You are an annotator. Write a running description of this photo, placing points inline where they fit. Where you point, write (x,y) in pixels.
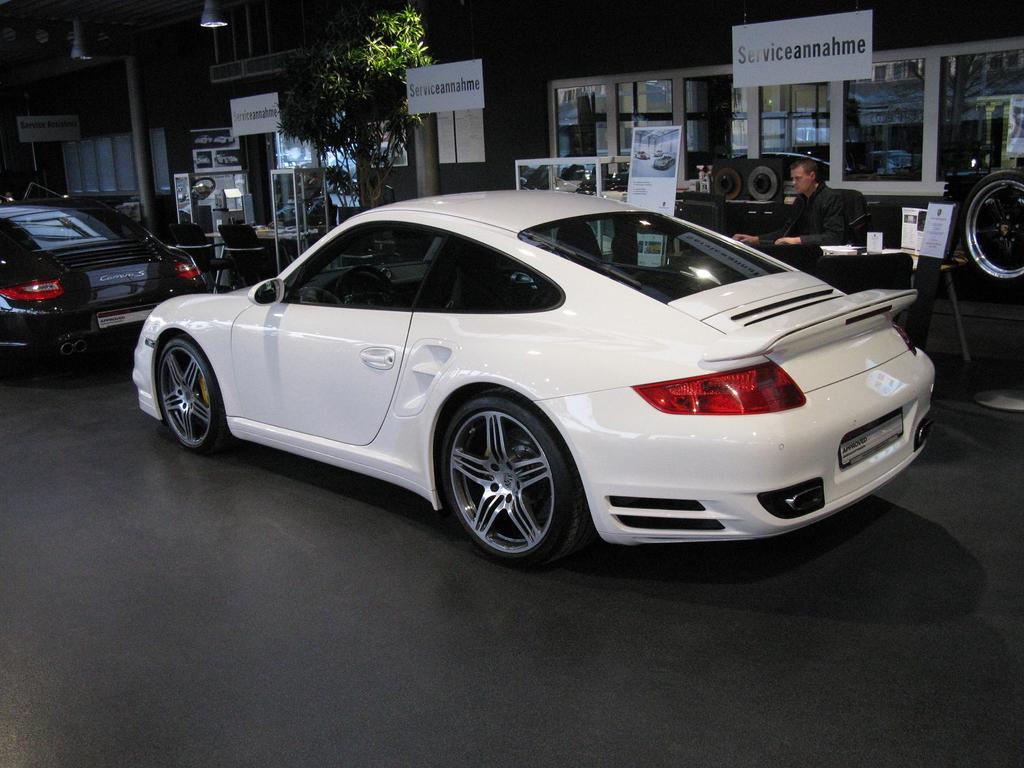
In the image there is a white car (598,420) in a showroom (423,697) with a black car (115,343) to the left of it and behind there is a man (843,222) sitting on chair (850,204) with tables (856,250) on either side of him and behind him there is a building (443,59) with many windows (561,127).
